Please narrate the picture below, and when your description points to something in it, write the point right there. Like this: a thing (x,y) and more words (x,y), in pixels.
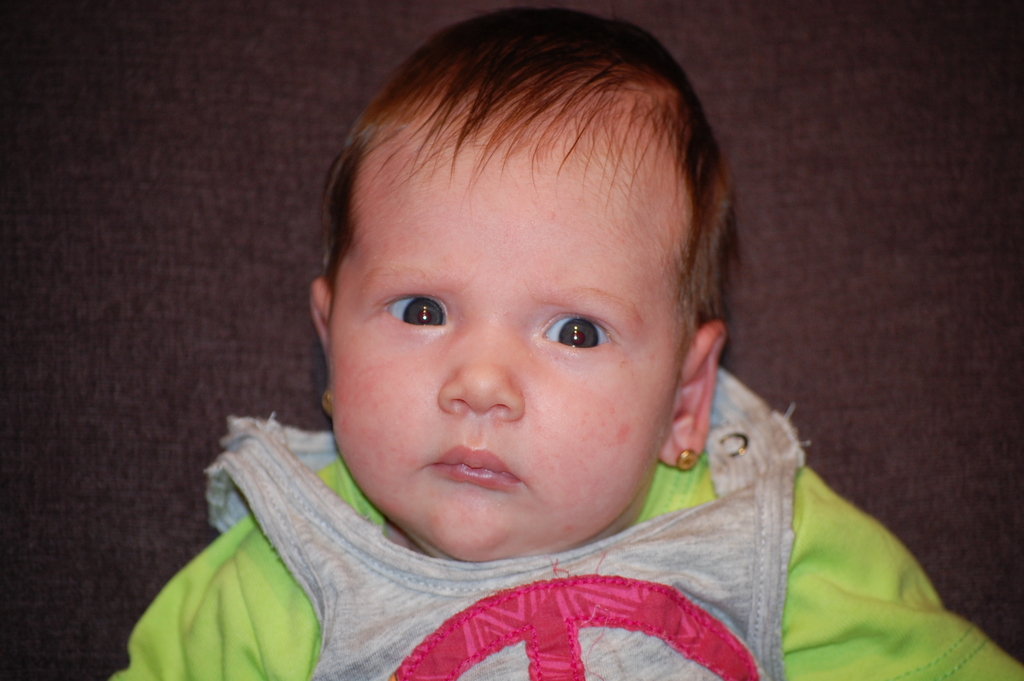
In this image there is a toddler (429,425) sitting on the couch (240,382), behind the toddler (463,317) there is a couch (333,109).
